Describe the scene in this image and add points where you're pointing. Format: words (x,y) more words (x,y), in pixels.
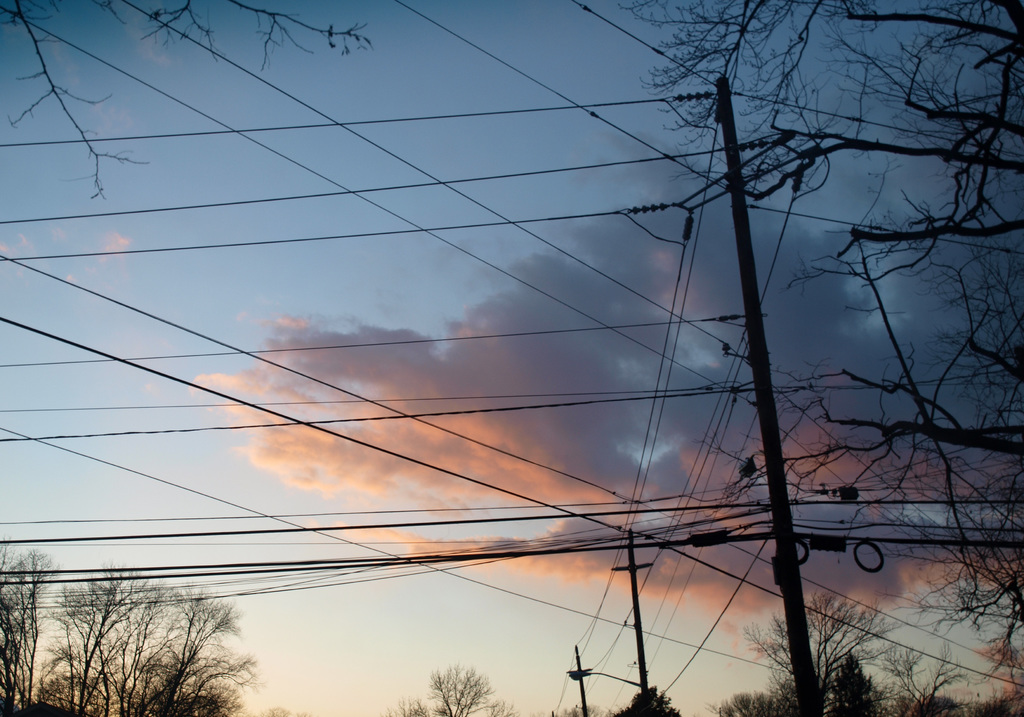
In this picture we can see some poles (775,443) and wires (709,637), at the bottom (1002,530) there are some trees (930,674), we can see the sky (442,280) and clouds (555,392) at the top of the picture (545,218).
